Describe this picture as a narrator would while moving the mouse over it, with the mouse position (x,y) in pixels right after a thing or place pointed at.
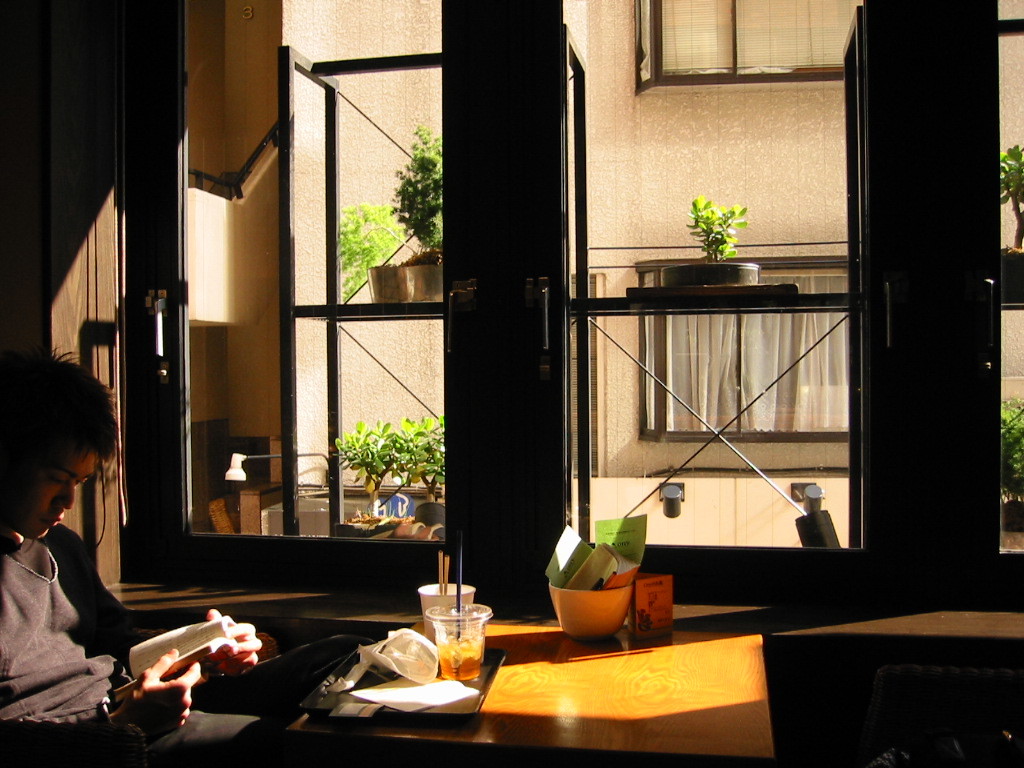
There is a man (18,697) on the left side (27,510) holding a book (230,623) in his hand (159,712). He is reading a book (197,654). This is a wooden table (491,722) where a serving plate (467,711) consisting of a plastic glass (446,613) and a tissues (432,689) are kept on it. Here we can see a glass window (683,484) and a plant (436,170).
